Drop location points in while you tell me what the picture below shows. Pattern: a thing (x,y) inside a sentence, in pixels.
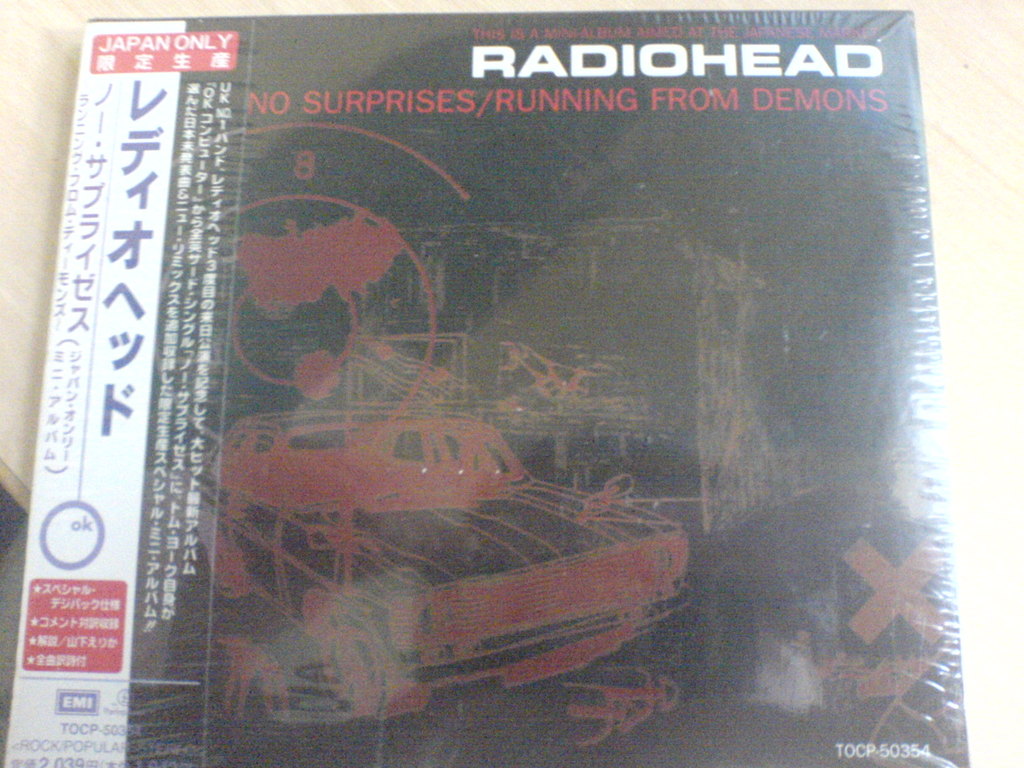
In the image there is a CD (349,135) with japanese text (190,262) on it on a table (992,197).
